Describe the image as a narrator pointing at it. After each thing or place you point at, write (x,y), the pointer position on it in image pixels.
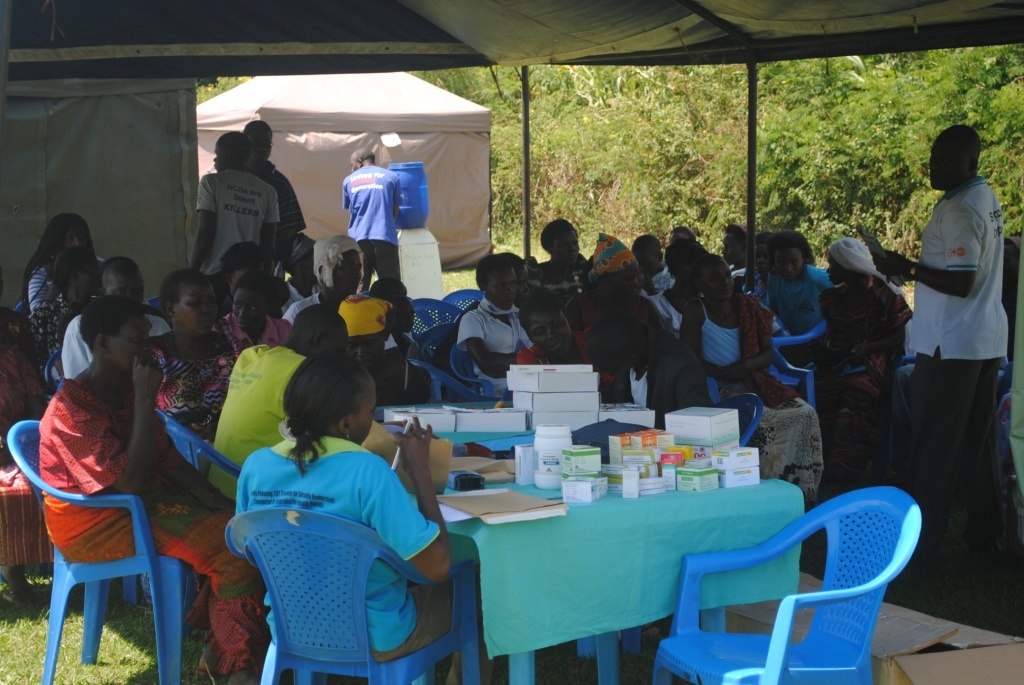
In this picture there are some people (249,503) sitting in the chairs (778,553) on a table (615,532) on which some medicines (587,457) and books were placed. There are women (550,301) and men (363,222) in this group (283,348) and some children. One guy (950,286) is standing here. In the background (398,174) there are some tents (473,170), water tins (405,213) and some trees (626,135) here.
